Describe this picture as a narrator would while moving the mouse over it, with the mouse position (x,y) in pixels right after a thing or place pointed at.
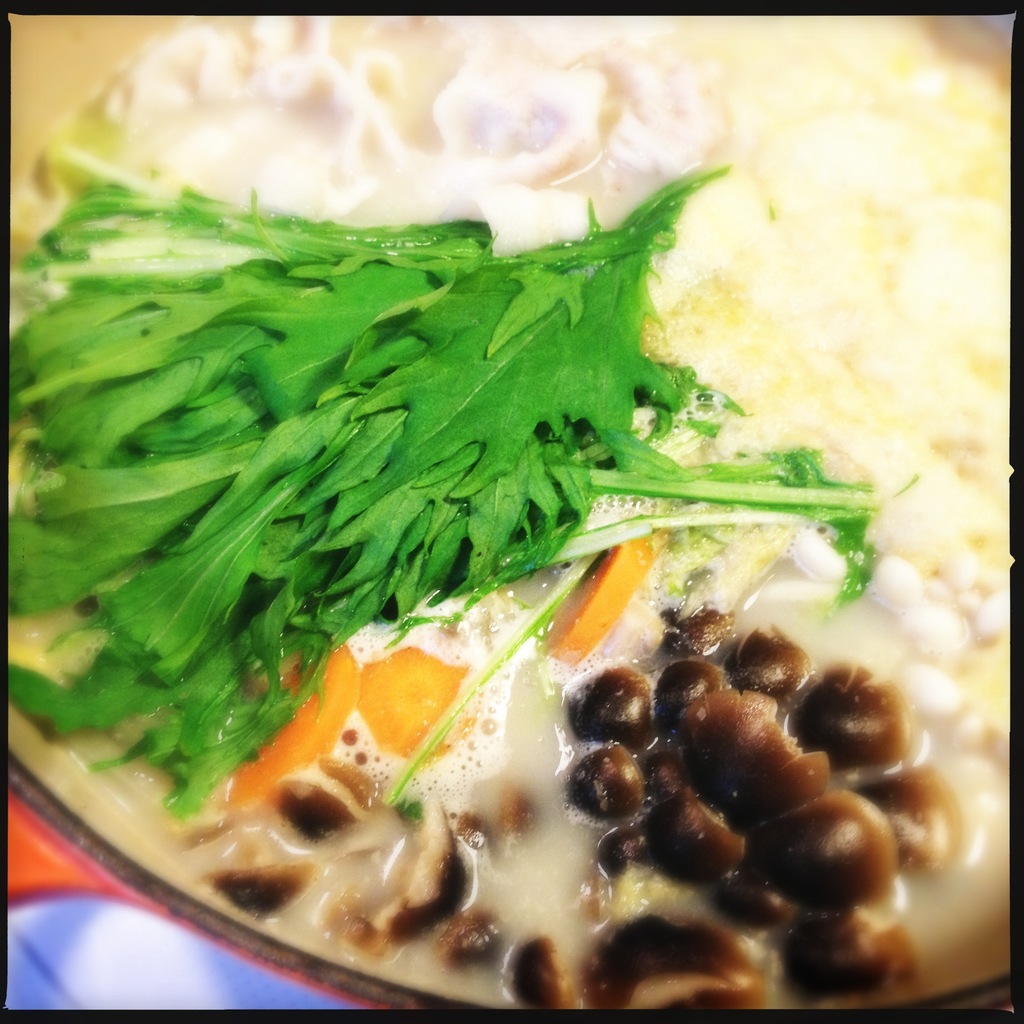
In this image we can see a bowl (34,83) containing the soup (547,435). The image has borders (575,1021).
